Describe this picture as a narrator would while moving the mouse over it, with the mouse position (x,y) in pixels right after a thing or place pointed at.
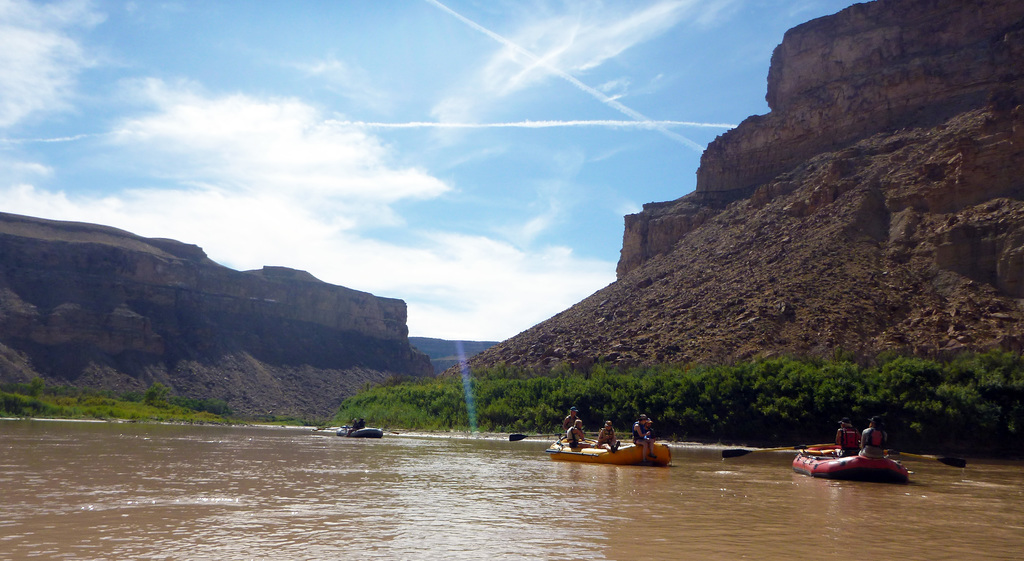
This is an outside view. At the bottom (342,432) there are three rafts (566,459) on the water (497,464). Few people (356,423) are sitting on these rafts (359,436). In the background (536,397) there are many trees (619,391) and rocky mountains (118,277). At the top of the image (473,115) I can see the sky (331,89) and clouds (270,180).
